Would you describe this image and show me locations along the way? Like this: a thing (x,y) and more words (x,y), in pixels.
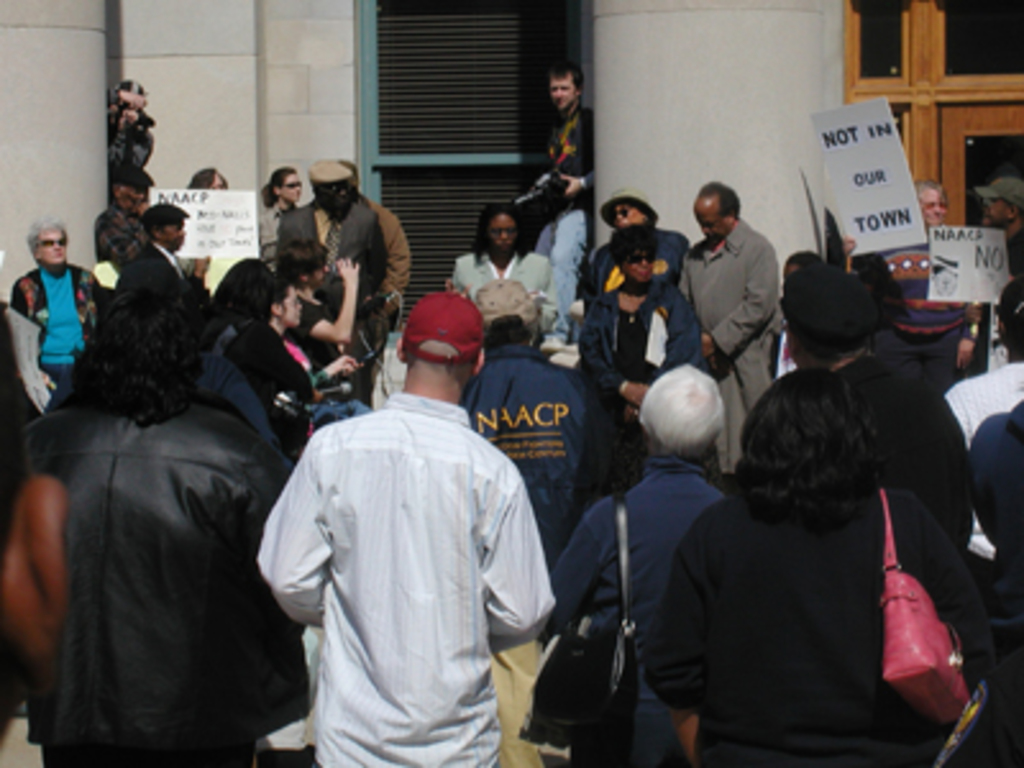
In the foreground of this image (313,466), there are persons (419,474) standing and two are wearing bags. In the background (591,257), there are persons (497,265) standing and holding placards (955,280), a building (723,108), window (1002,28) and a man (562,167) holding a camera (544,180).
